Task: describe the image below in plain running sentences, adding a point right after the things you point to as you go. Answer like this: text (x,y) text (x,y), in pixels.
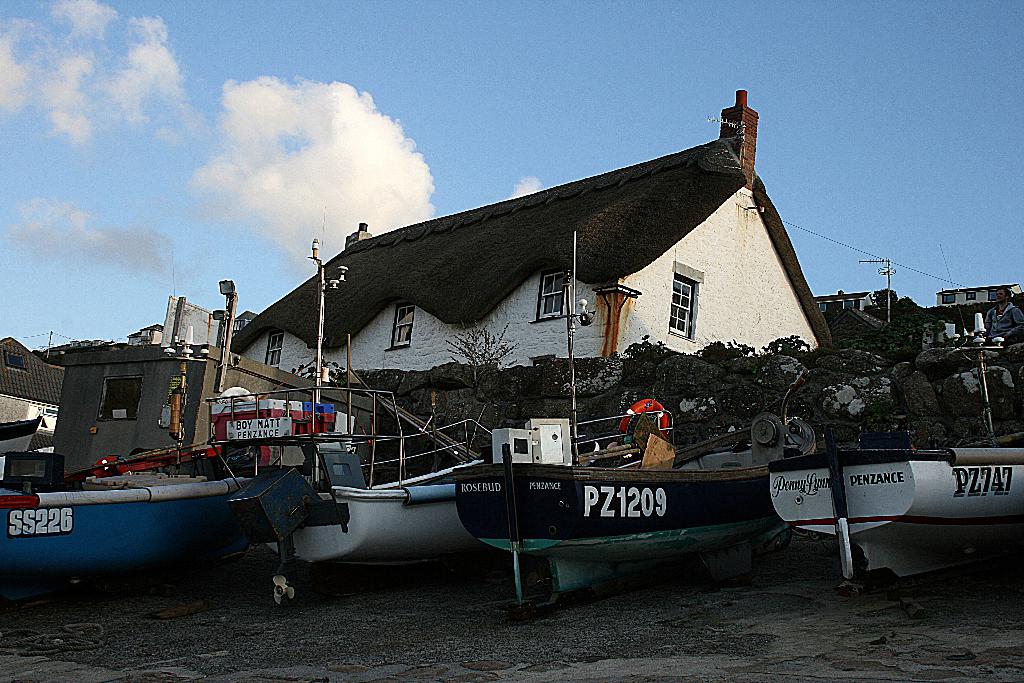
In this image on the ground (246,593) there are boats (615,492). In the background (314,298) there are buildings (293,290), trees (956,316). The sky (799,242) is cloudy.
